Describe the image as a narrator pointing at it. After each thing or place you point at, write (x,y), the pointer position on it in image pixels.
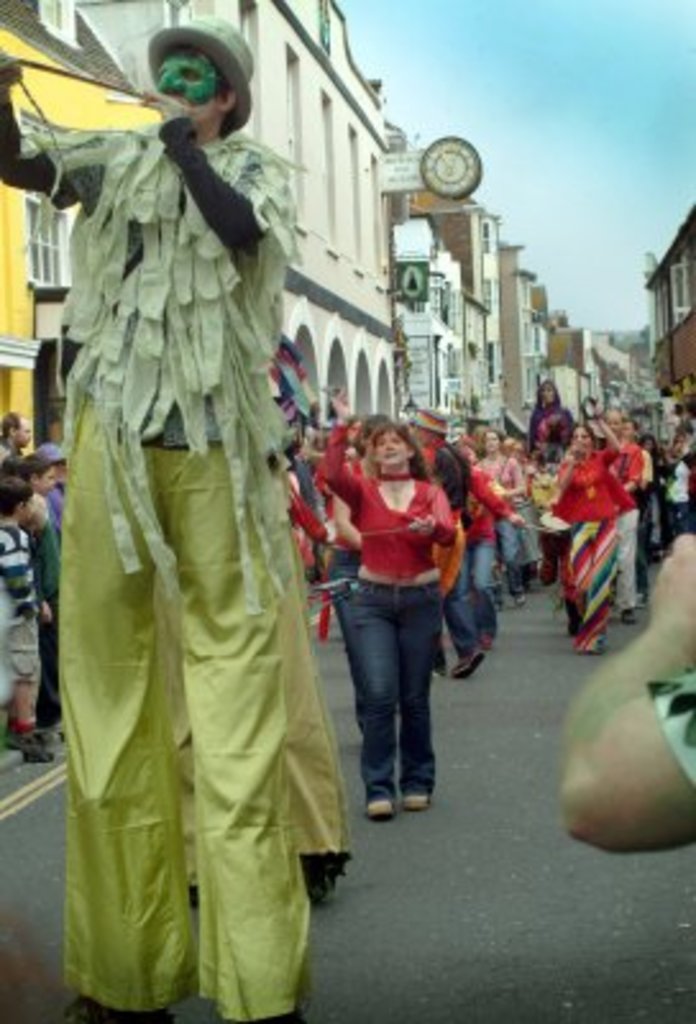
This image is clicked outside. There are buildings (352,364) in the middle (382,343). There are some people (427,490) in the middle (369,612). There is a tall person (129,413) on the left (230,690). There is sky (490,131) at the top (587,216).
